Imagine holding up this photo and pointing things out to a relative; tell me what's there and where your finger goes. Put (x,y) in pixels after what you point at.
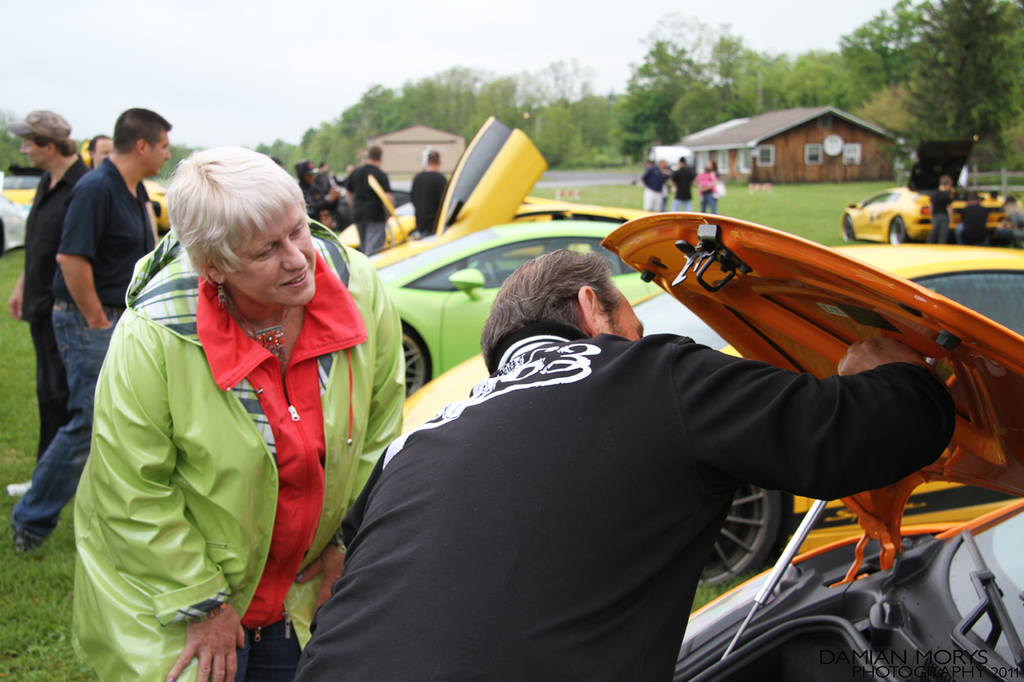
In this image we can see people (327,534) are standing beside cars (476,216) and at the background (594,142) there is road (600,173), trees (593,120) and sky (380,47).
